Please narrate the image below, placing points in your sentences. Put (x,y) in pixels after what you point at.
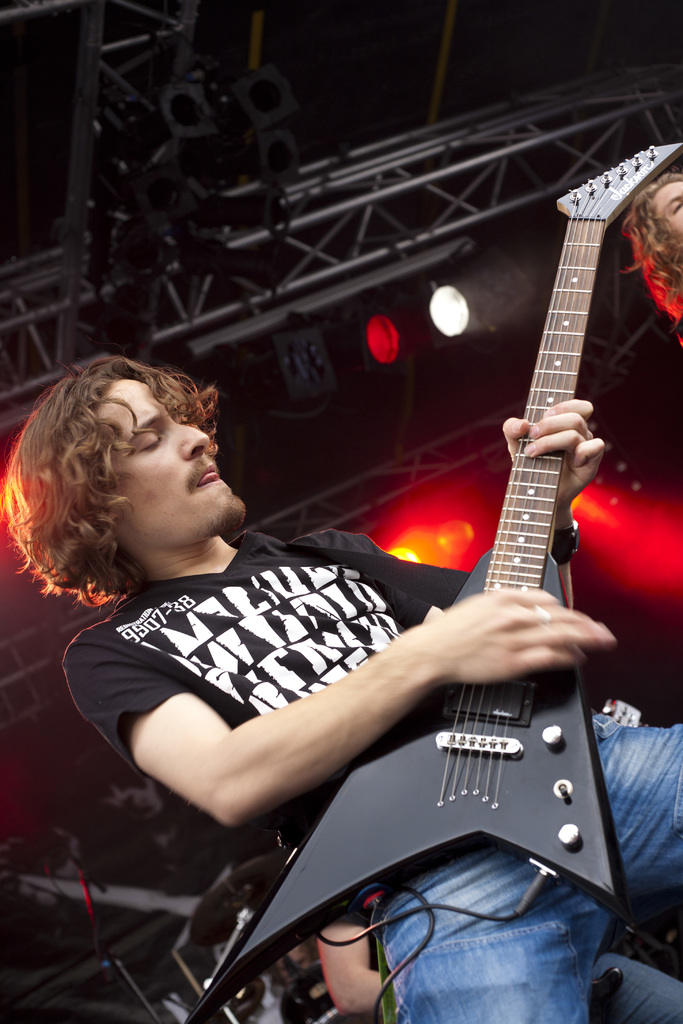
Here is a man (308,737) standing and playing guitar (520,559). At the right corner of the image (656,264) I can see a woman's face (670,220). These are the show lights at the top (438,312).
